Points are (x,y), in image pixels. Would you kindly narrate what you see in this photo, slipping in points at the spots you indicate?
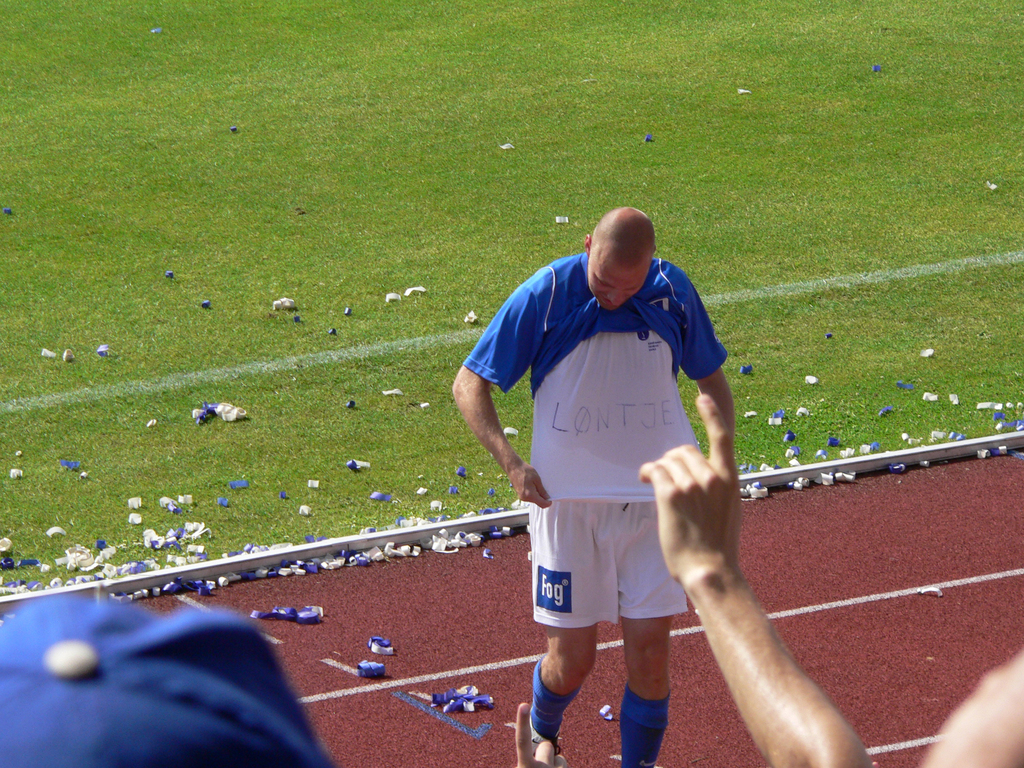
Here in this picture we can see a person (574,553) walking in the ground (586,766) and behind him we can see the ground (145,551) is covered with grass (724,79) all over there and we can see some papers (155,534) present on the ground (777,442) here and there and he is wearing blue and white colored t shirt (591,363) and white colored shorts (606,577) on him and in the front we can see some people (754,695) cheering and on the left side (211,738) we can see a cap (304,756) present over there.
